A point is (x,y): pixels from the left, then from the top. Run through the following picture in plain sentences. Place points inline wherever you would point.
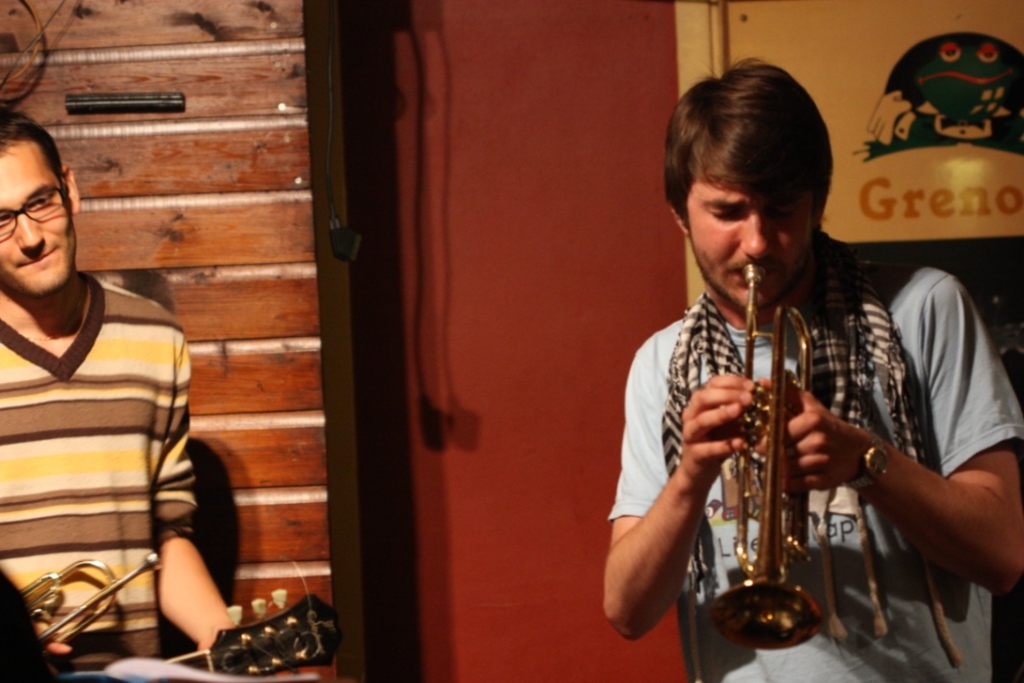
In this picture we can see there are two men (831,424) holding the musical instruments (287,650). Behind the people (178,484) there is a door (209,362), wall (466,193) and a board (898,183).
